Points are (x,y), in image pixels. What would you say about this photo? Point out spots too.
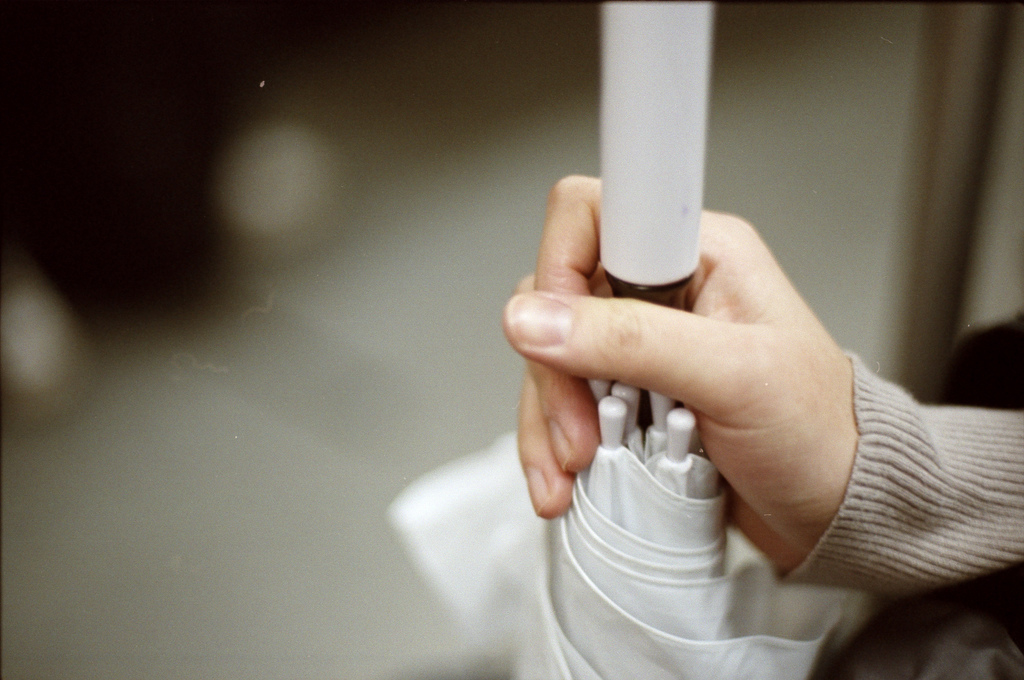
In this image, I can see a person's hand (797,462) holding an umbrella (679,472). There is a blurred background (92,556).
